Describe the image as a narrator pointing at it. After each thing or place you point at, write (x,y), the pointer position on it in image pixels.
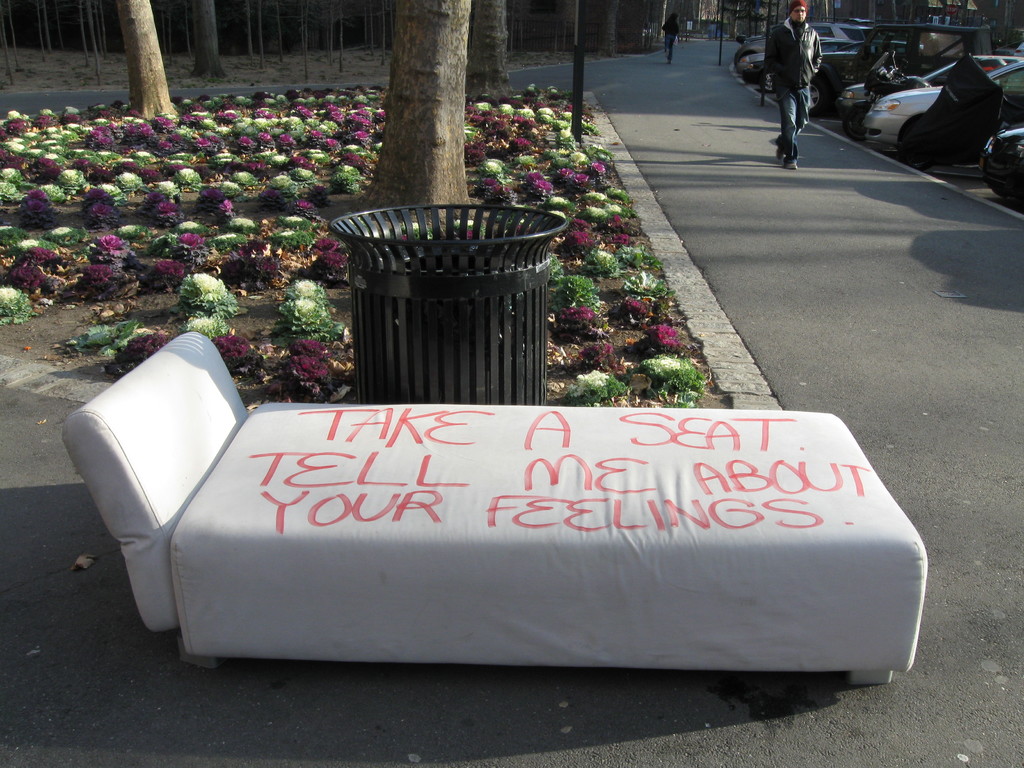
In this image there is a bed (509,621) and we can see text (435,419) written on the bed (583,410). There is a bin (464,288). We can see people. In the background (418,130) there are trees (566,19) and cars (837,69). There are shrubs (568,296).
